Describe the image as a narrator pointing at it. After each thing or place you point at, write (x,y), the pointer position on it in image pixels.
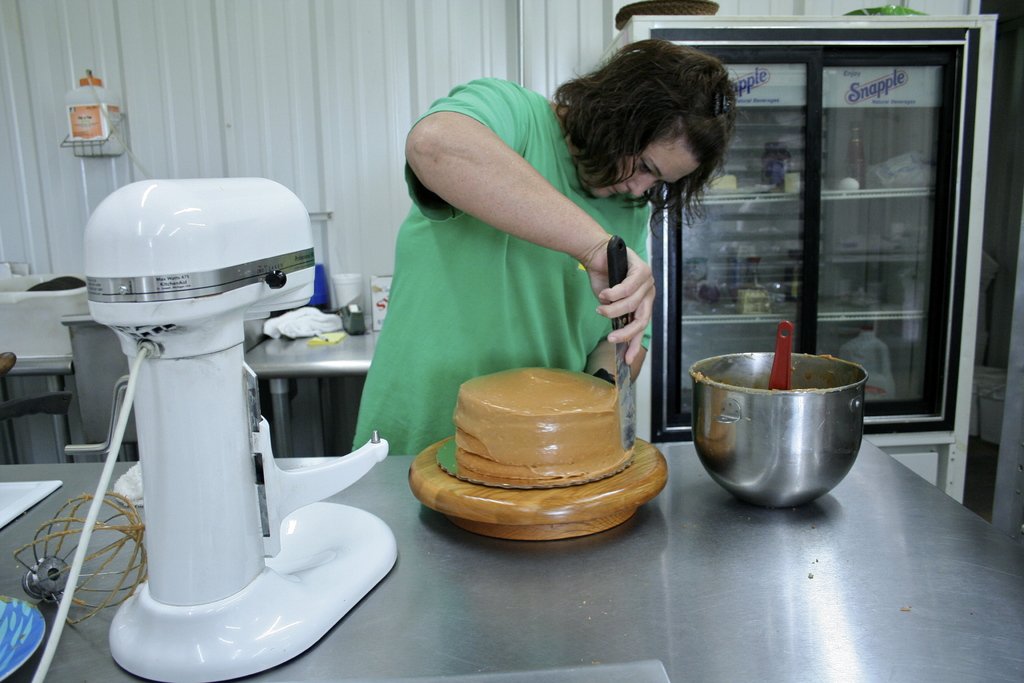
In this picture we can see a woman (563,300) standing and holding a knife (619,333) here, we can see a bowl (759,397) and a cake (589,473) here, we can see a refrigerator (810,311) in the background (844,255), there is a table (355,353) here, we can see an electronic machine (231,349) here.
